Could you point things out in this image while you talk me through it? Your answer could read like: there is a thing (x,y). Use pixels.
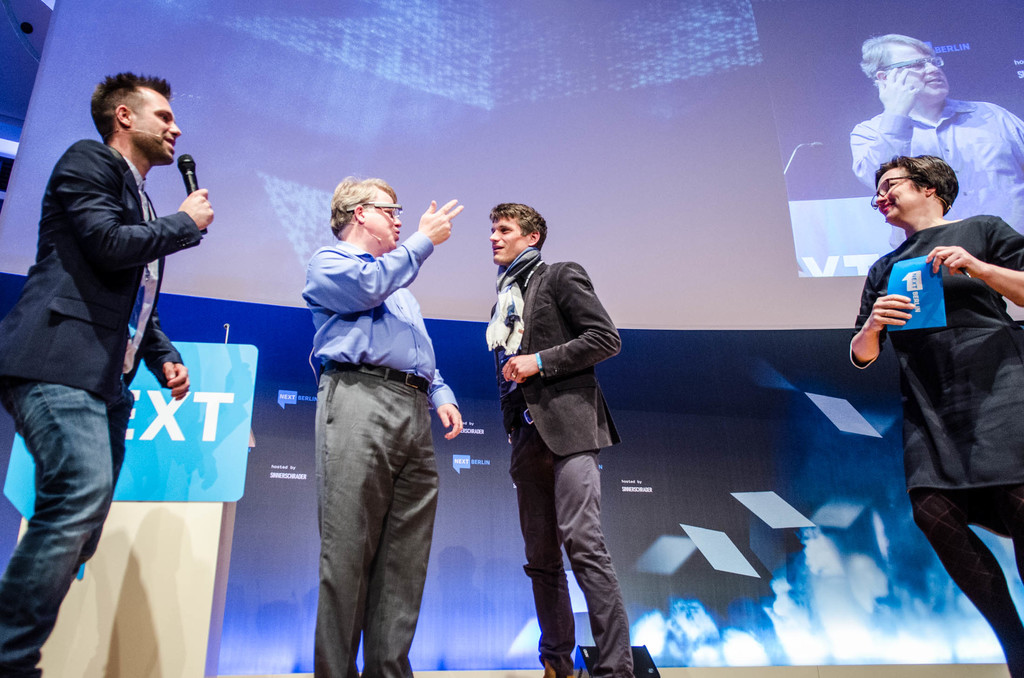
In this picture, we see four people (390,359) are standing. The man (130,128) on the left side (186,164) is holding a microphone (185,182) in his hand (194,199) and he is talking on the microphone (192,163). Beside him, we see a man (394,339) in the blue shirt (390,344) is wearing the spectacles (386,208) and he is talking to the man (545,277) who is standing beside him. On the right side (927,277), we see a woman (988,306) is holding the blue color papers (921,298) in her hands (885,305) and she is smiling. Behind her, we see the projector screen (878,63) which is displaying the image (872,129) of the man (901,89). On the left side (181,481), we see a board (171,491) with some text (159,408) written on it. In the background (331,161), we see a banner (672,429) or a board (607,256) in white and blue color.
